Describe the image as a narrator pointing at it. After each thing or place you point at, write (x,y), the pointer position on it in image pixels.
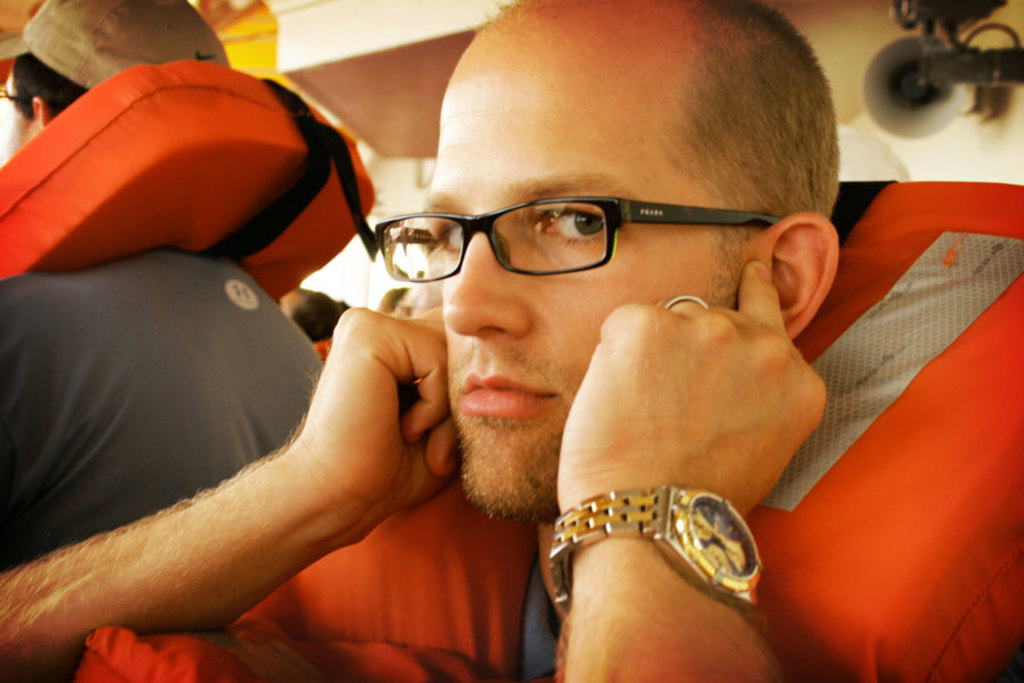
In this image I can see two persons (471,413) and I can see both of them are wearing life jackets (835,634). I can also see one of them is wearing a specs (689,203), a watch (664,504) and I can see another one is wearing a cap (14,50). On the top right side of this image (899,55) I can see a speaker (875,90) on the wall (910,141).
